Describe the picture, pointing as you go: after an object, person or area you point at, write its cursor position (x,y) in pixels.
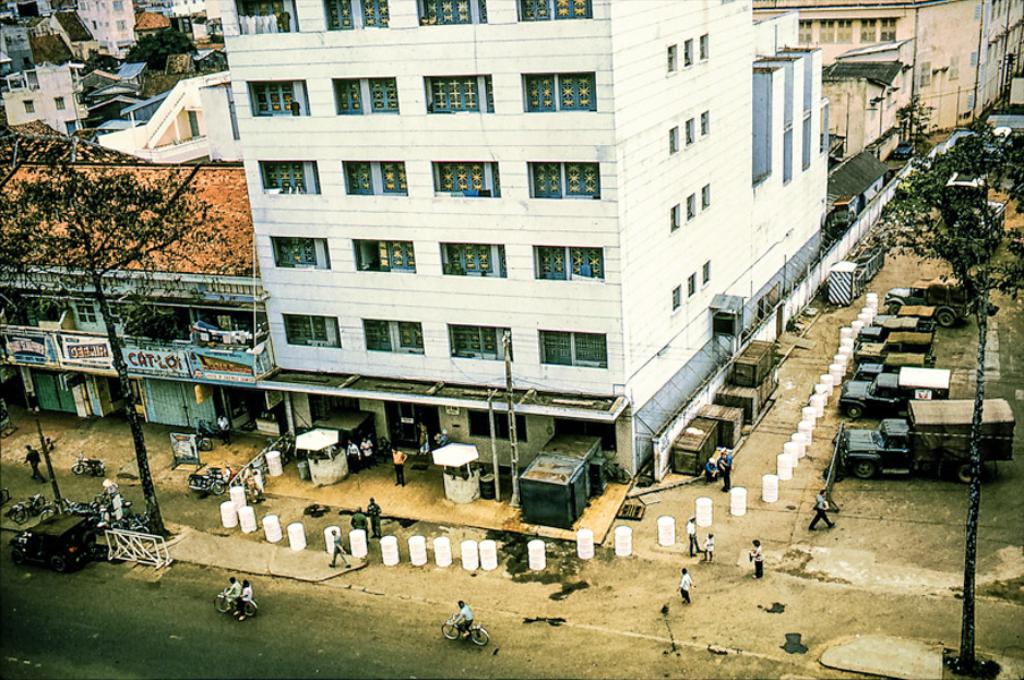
In this image I can see the road (217,652), few vehicles (248,610) on the road (318,626), few persons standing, few white colored poles (620,543), few trees (974,207) and few buildings (616,127).
